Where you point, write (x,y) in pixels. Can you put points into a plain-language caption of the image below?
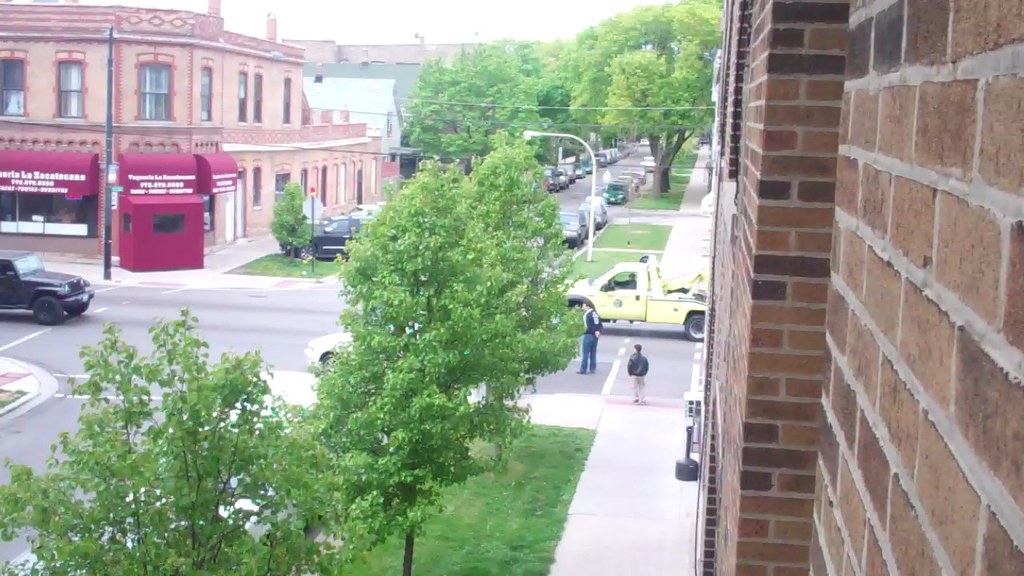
In this image I can see the road (224,326). On the road (268,307) I can see the vehicles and few people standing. To the side of the road (190,315) I can see the poles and many trees (449,246). To the right (903,330) I can see the brown color brick wall (842,270). In the background (292,139) I can see buildings (321,102) and the sky (399,20).
